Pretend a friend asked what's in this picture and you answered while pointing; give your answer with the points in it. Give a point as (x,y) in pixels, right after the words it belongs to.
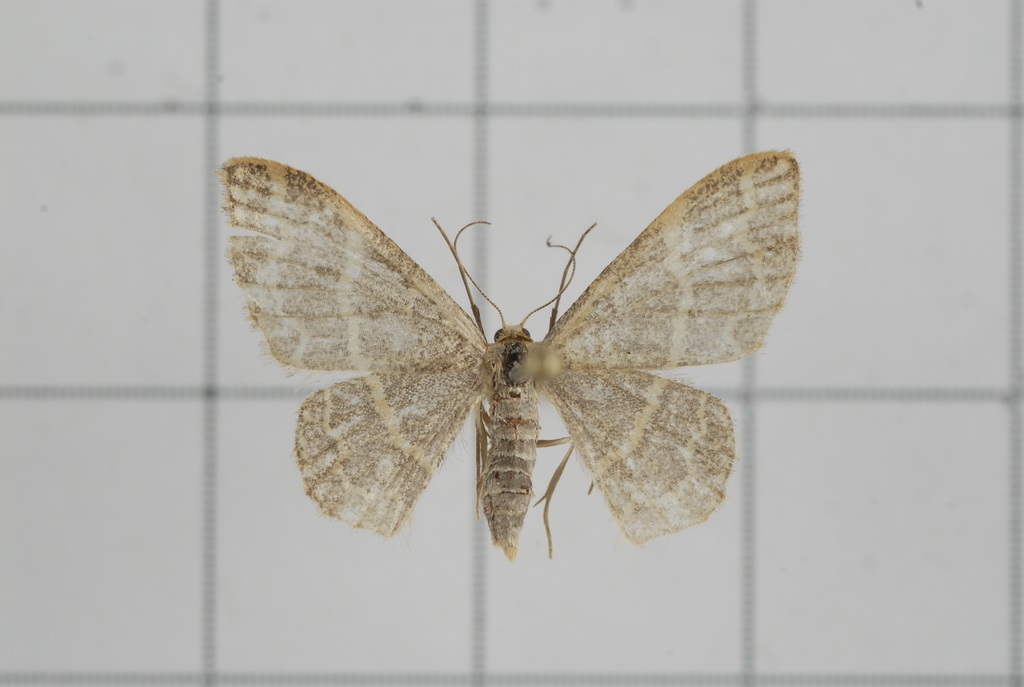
In the image there is a butterfly (388,333) on the wall (604,526).
